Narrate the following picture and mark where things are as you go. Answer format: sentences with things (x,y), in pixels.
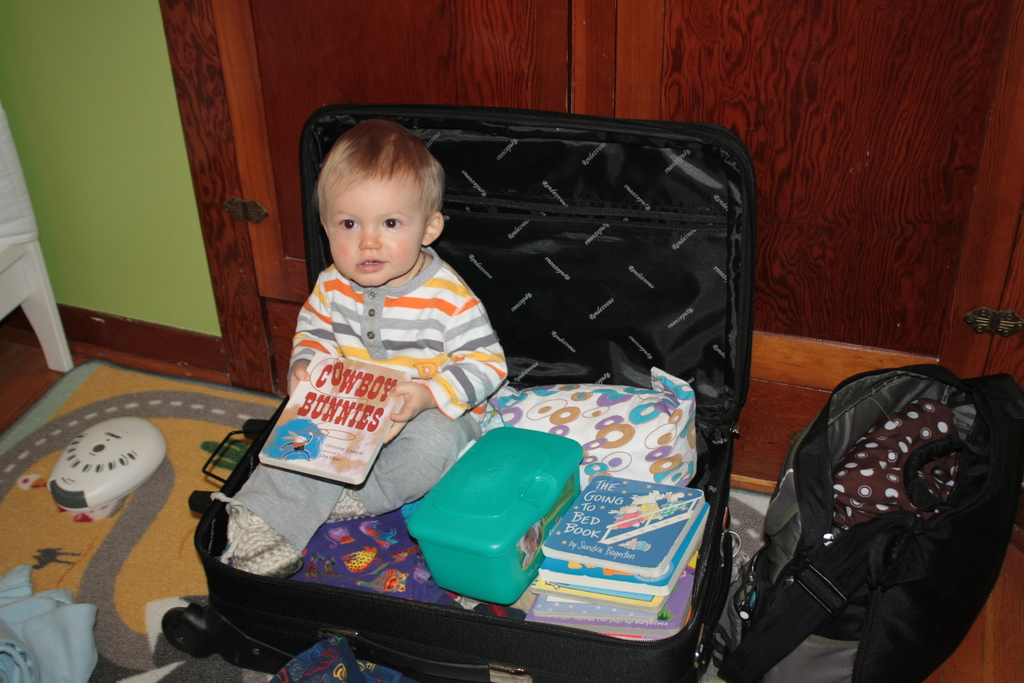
In the image we can see there is a bag suit case (691,627) in which a kid (416,314) is sitting and he is holding a book (332,431) in his hand (390,433) and there are books (618,561) in the bag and at the back (666,44) there is a brown colour door (434,54).
